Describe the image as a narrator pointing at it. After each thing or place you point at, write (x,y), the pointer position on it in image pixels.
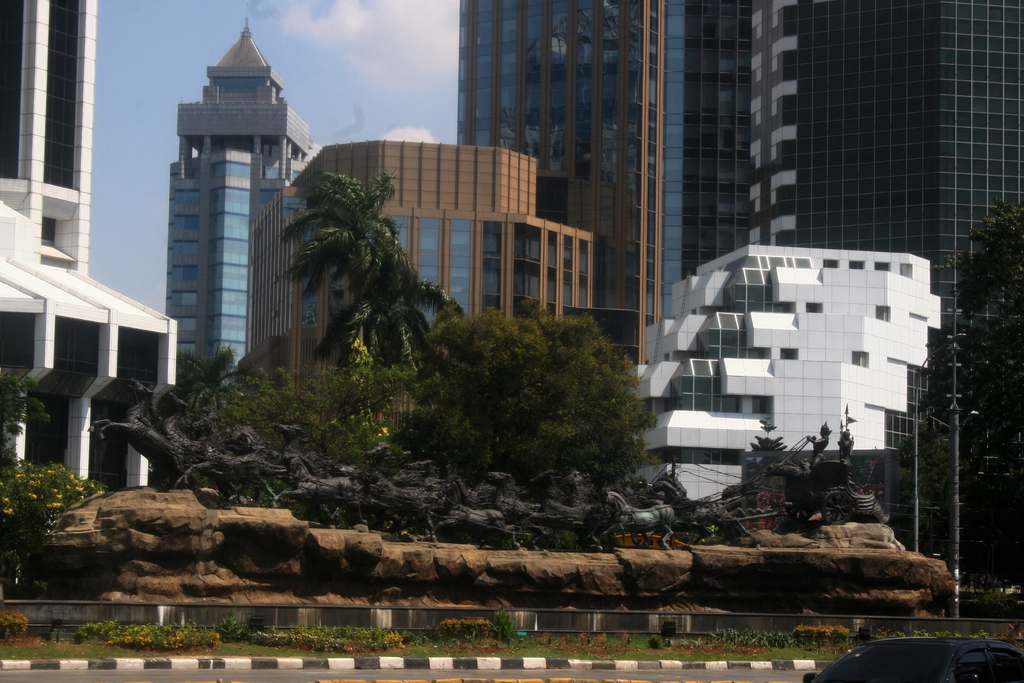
In this image we can see trees (523,372), buildings (36,248), statues (157,424), plants (54,518), flowers (21,477), road (162,674), car (876,674), poles (951,443), sky (181,67) and clouds (382,36).
